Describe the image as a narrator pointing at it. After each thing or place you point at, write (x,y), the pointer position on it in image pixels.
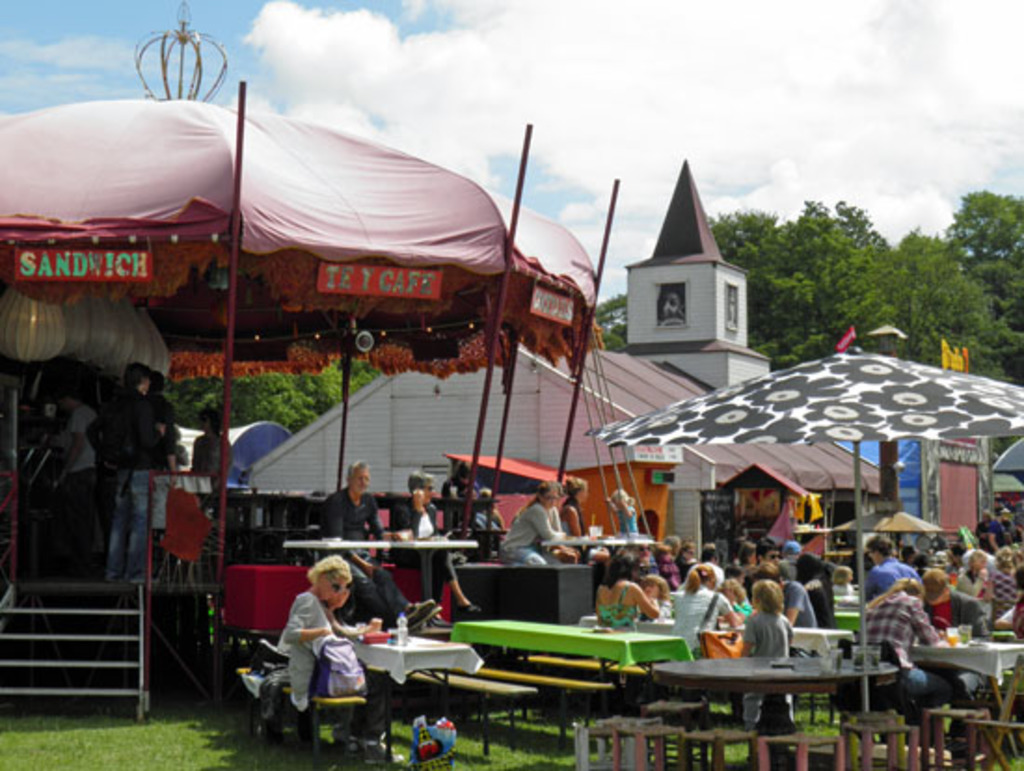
In this image I can see number of people (752,631) sitting on benches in front of tables (591,645), on the tables (537,639) I can see bottles (401,613) and boxes (370,640) and glasses (965,642). In the background (154,286) I can see a tent (279,288), a building (632,356), few trees (796,317), few people (156,431) standing, the sky (74,30) and clouds (726,67).
